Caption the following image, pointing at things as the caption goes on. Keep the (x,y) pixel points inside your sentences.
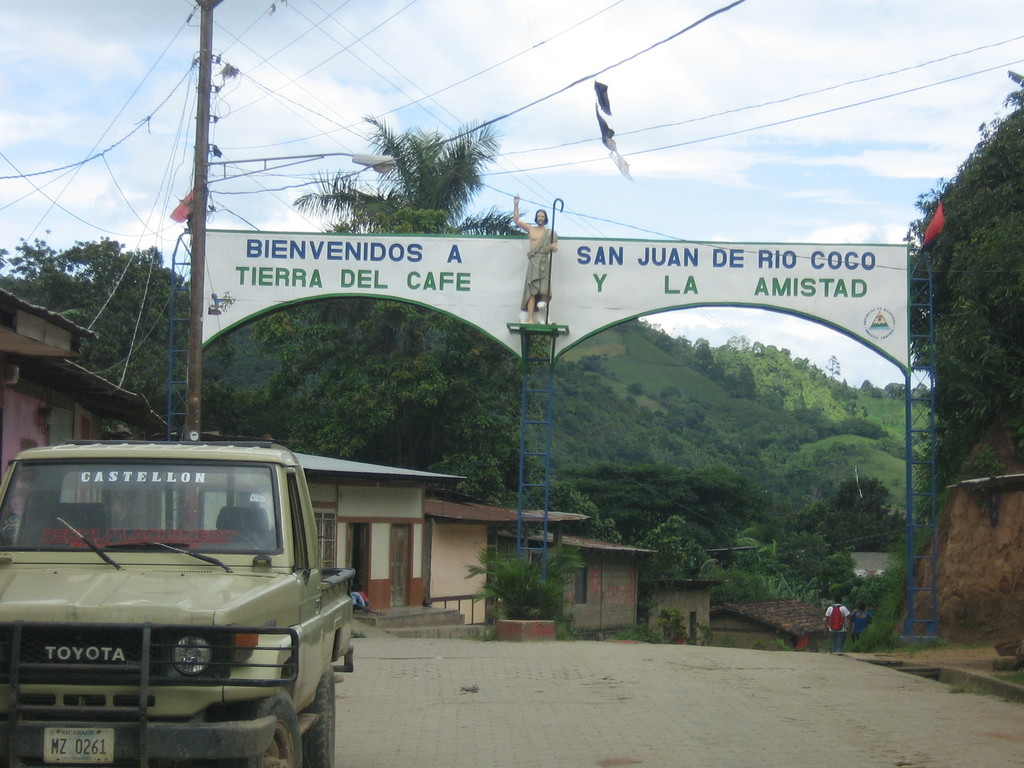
In the image on the road (842,660) there is a vehicle (189,459) and a man (835,647). Behind the vehicle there are many houses (380,570) with walls (392,518) and roofs (458,492). And also there is an electrical pole (194,268) with wires (583,79). There is a tower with statue (534,279) and behind the statue (530,295) there is a name board (515,320). In the background (979,306) there are trees (976,325). On the right side of the image (984,451) there is a hill (984,451) with trees (991,222). At the top of the image (443,17) in the background (524,179) there is a sky (707,43).
